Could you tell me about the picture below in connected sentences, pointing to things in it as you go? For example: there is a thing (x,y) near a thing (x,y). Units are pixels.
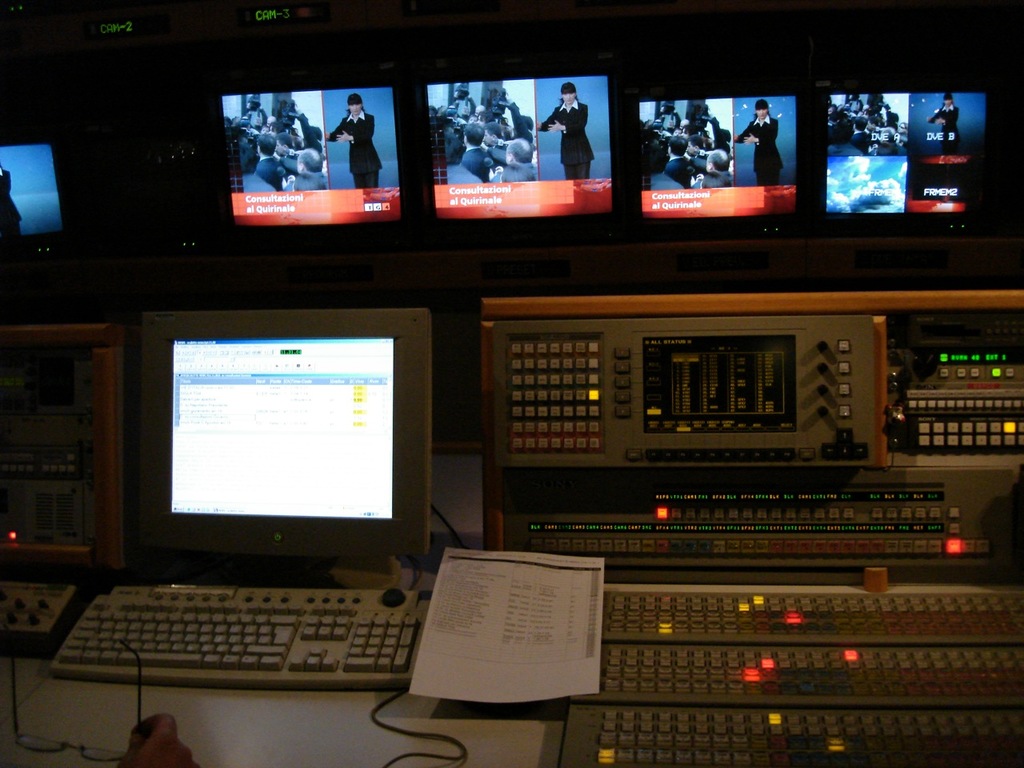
In this image I can see the white colored desk (332,716), a person's hand (175,735) holding the spectacles (104,751). I can see few keyboards (112,622), few monitors (329,223) and an electronic system (712,590) to the right side of the image (835,657). I can see few papers (505,627) on the desk (541,724).
